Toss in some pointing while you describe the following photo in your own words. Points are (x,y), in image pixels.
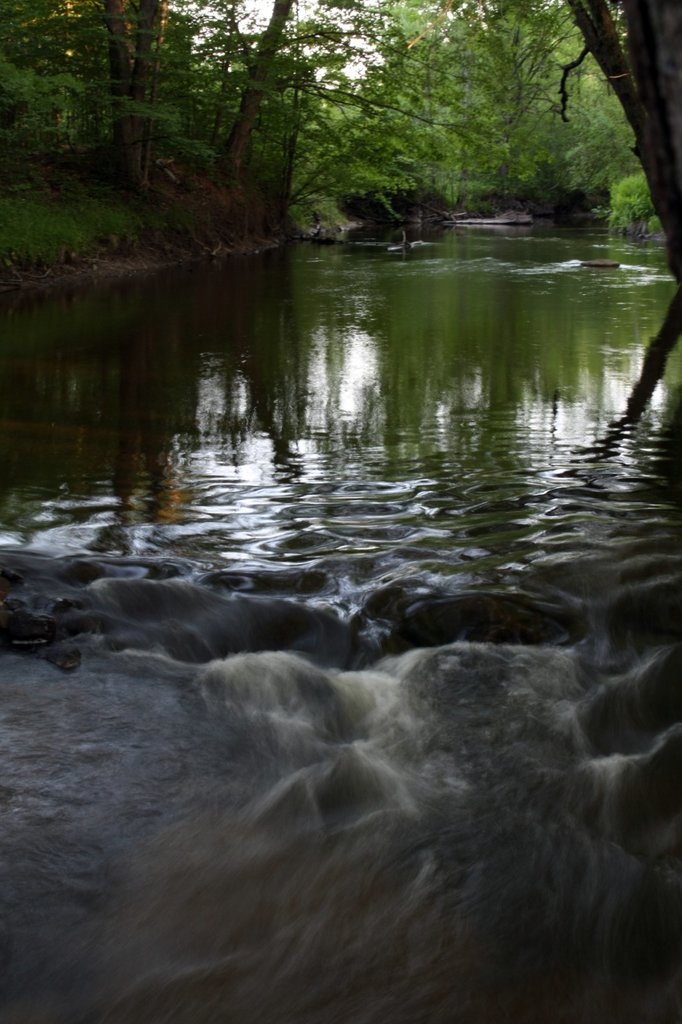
There is water (340,510) and trees (178,135) are present at the back (307,119).
